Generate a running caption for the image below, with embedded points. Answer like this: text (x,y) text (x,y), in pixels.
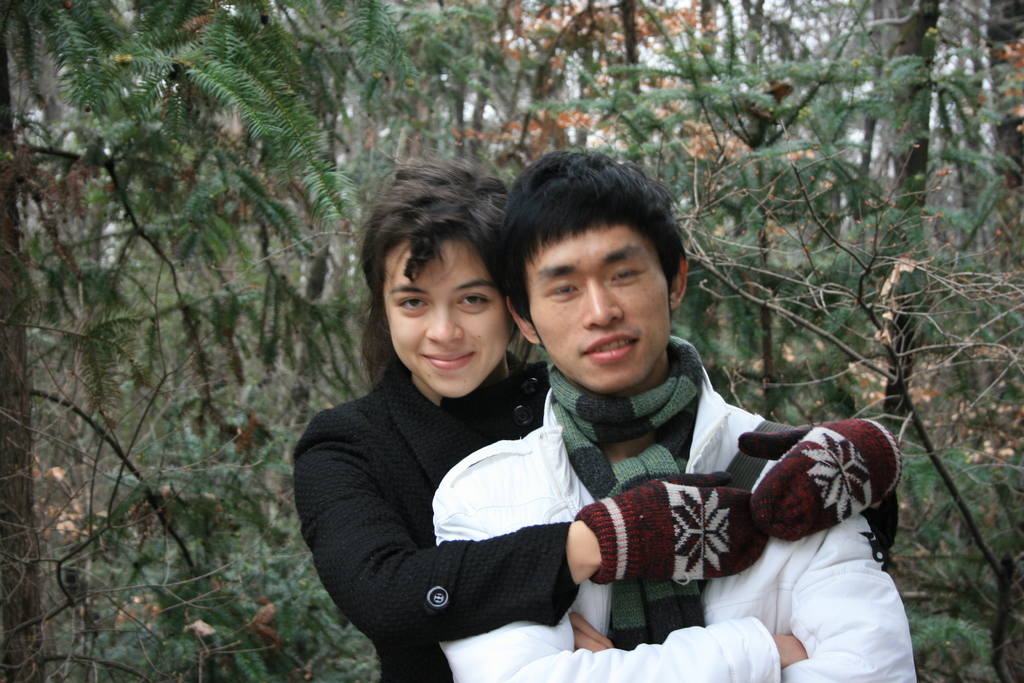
In this picture we can see two people (423,619) smiling and at the back of them we can see trees (640,113).
